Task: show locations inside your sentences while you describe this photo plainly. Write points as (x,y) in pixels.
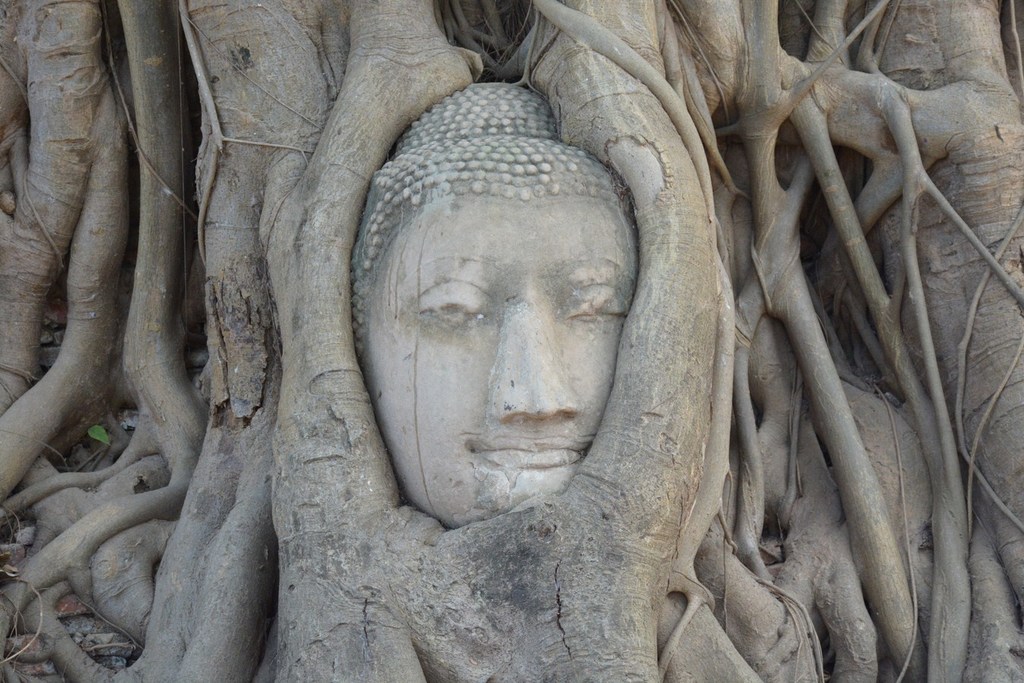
This image is taken outdoors. In this image there is a tree (745,216) with stems (166,252) and branches (820,552). There is a sculpture of Buddha (493,360) in the tree (509,516).
